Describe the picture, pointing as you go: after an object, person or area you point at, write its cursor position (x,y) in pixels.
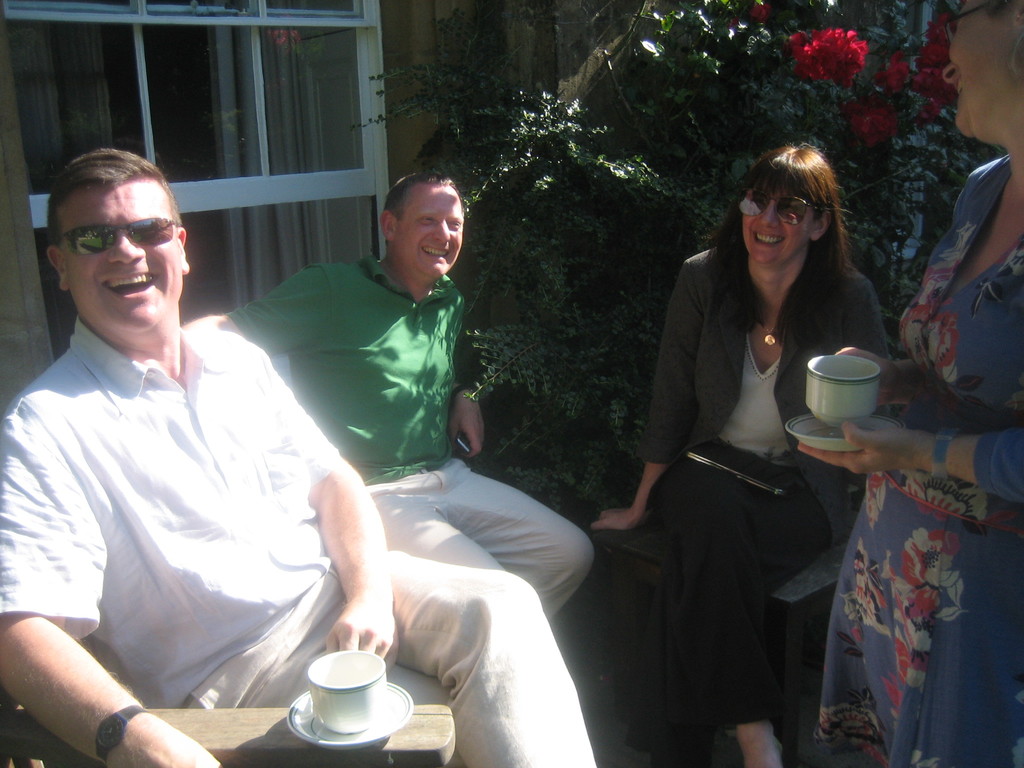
In this image I can see three persons (698,396) are sitting on the chairs (802,569) and one person (893,607) is standing on the floor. In the background (359,115) I can see plants (435,103), window (359,115) and a curtain (298,137). This image is taken in a lawn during a day.
